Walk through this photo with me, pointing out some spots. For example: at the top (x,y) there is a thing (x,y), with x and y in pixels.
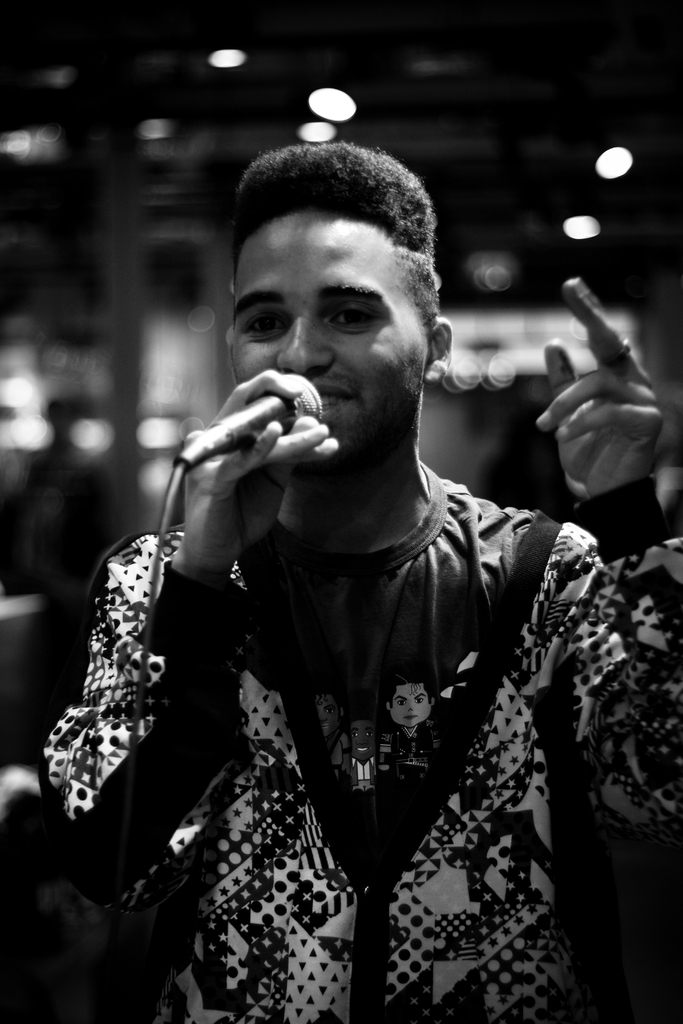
This is a black and white image. There is a person (257,834) standing in the front (417,752). He is holding a mic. There are lights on the top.
